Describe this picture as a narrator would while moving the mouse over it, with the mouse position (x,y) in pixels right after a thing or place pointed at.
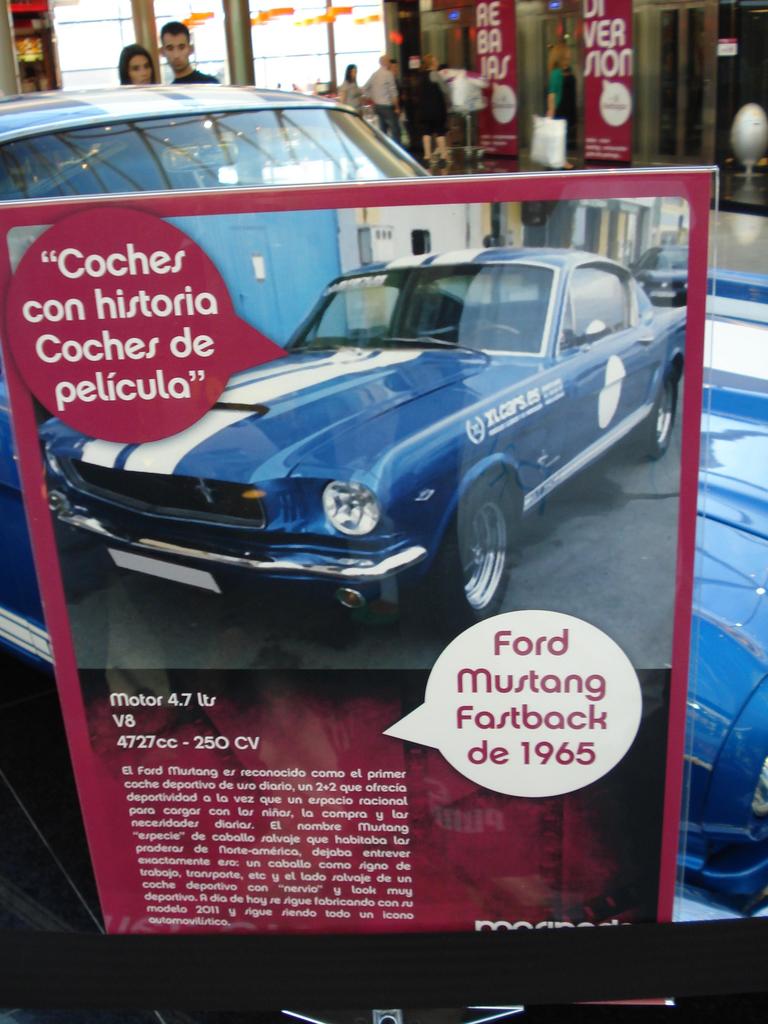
In the center of the image (355,346) we can see poster (261,726). In the background (241,184) there is car (14,115), advertisements (599,90), persons (168,59), pillars (243,43) and elevators (674,57).
